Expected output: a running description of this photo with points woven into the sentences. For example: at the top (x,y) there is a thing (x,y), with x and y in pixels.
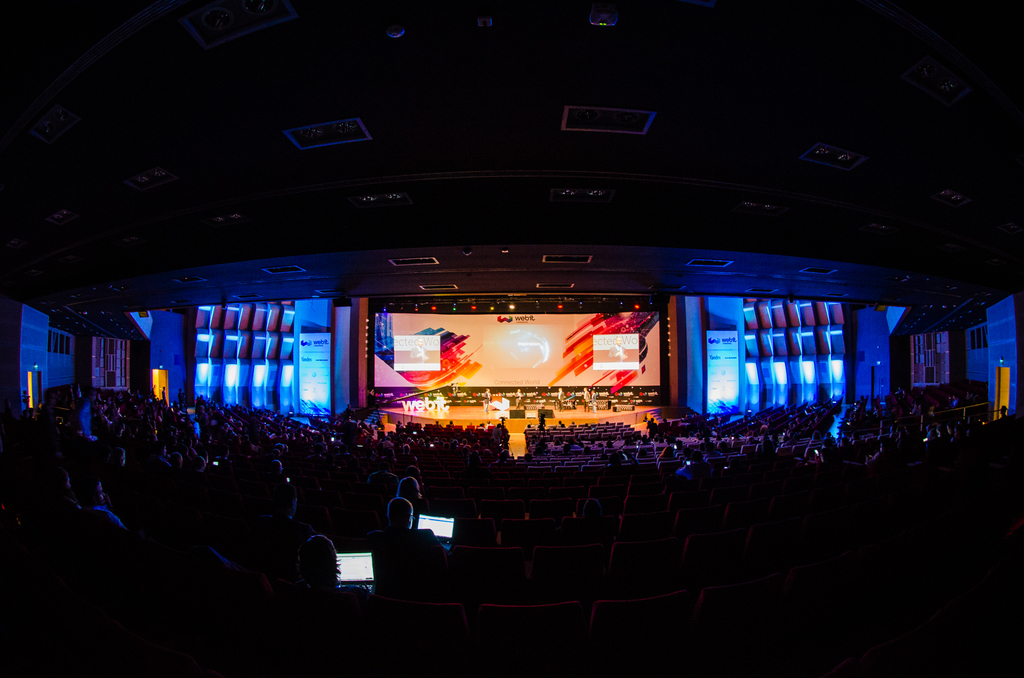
This picture describes about group of people (594,501), in the background (531,360) we can see few lights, hoardings (717,357) and a projector screen (516,357), and also we can see few laptops (347,563).
